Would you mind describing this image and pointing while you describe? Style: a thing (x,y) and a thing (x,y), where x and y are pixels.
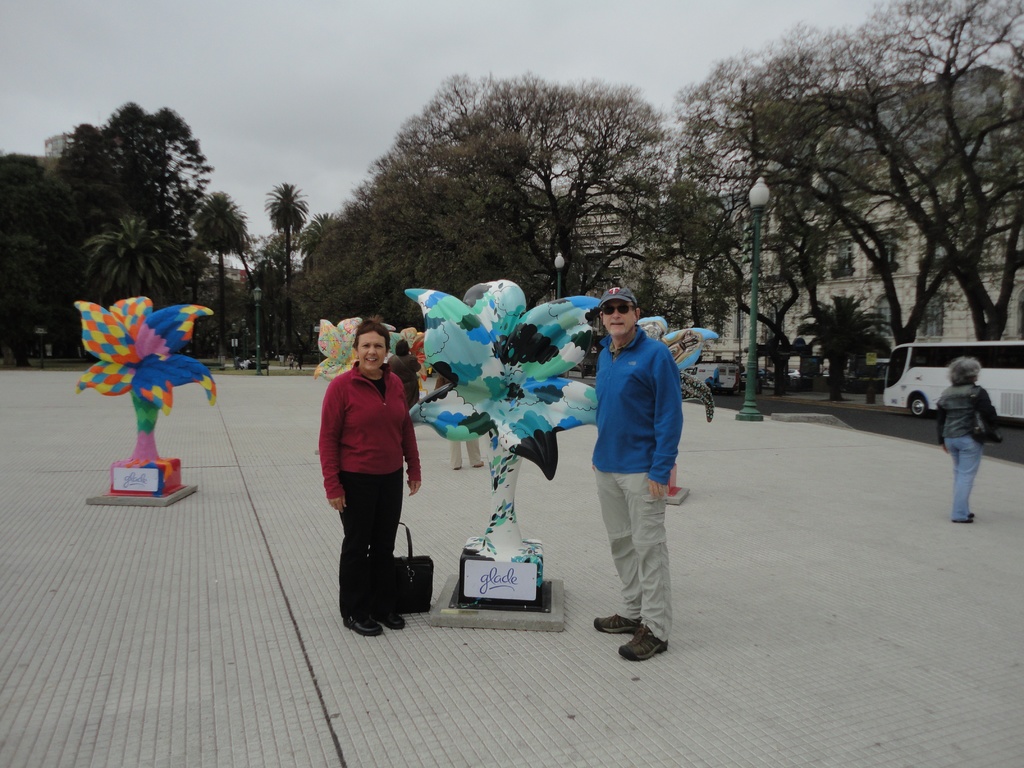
In this picture there are two persons (625,376) standing and there are statues of a trees (521,299). At the back (948,447) there are people (957,432) and there are vehicles (901,393) on the road (1012,438) and there are trees (1013,264) and buildings (976,306) and street lights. At the top (338,108) there is sky (383,108). At the bottom (882,562) there is a road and there is a pavement (263,573).
